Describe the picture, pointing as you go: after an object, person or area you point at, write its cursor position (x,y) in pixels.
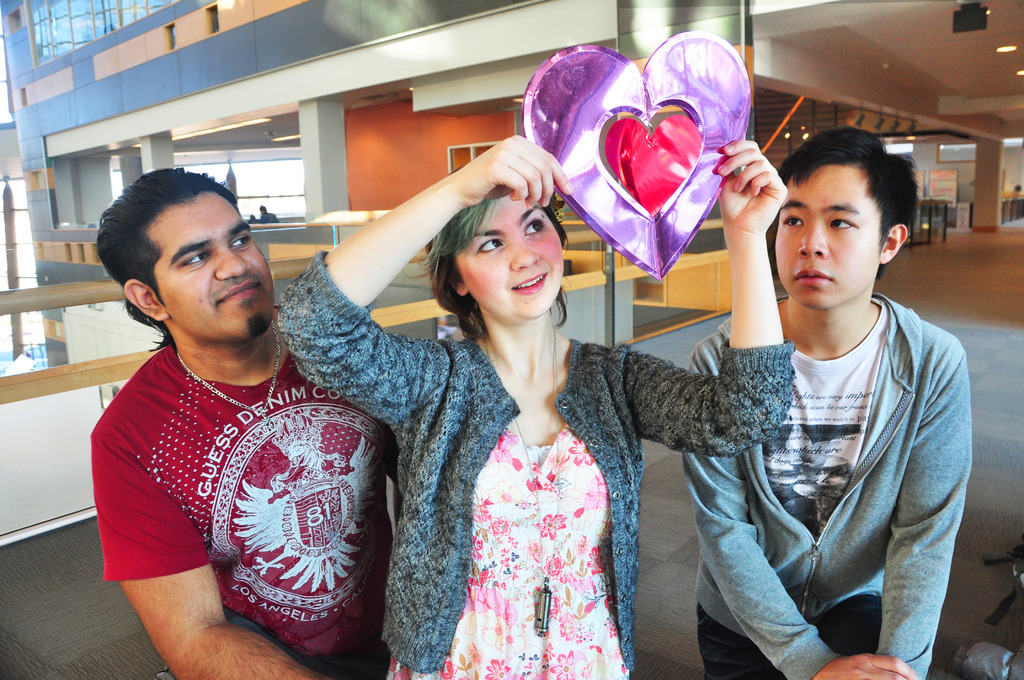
In this image we can see people (387,470) standing on the floor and one of them is holding a decor (677,187) in the hands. In the background (865,72) we can see building (387,68), electric lights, boards (937,179) with text (953,174) on them, persons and railings (26,308).
